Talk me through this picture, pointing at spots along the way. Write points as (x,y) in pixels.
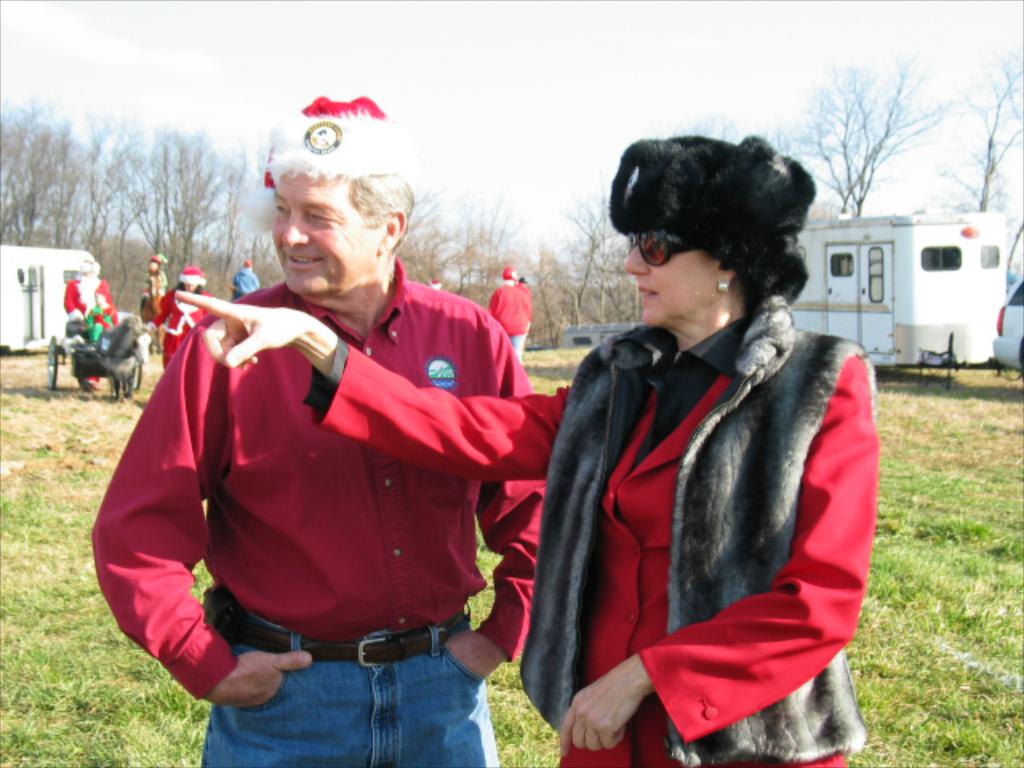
In this image I can see group of people (288,434). In front (590,468) the person (634,502) is wearing red and black color dress (724,509). In the background (46,207) I can see few vehicles (832,320), few dried trees (123,156) and the sky (461,103) is in white color.
